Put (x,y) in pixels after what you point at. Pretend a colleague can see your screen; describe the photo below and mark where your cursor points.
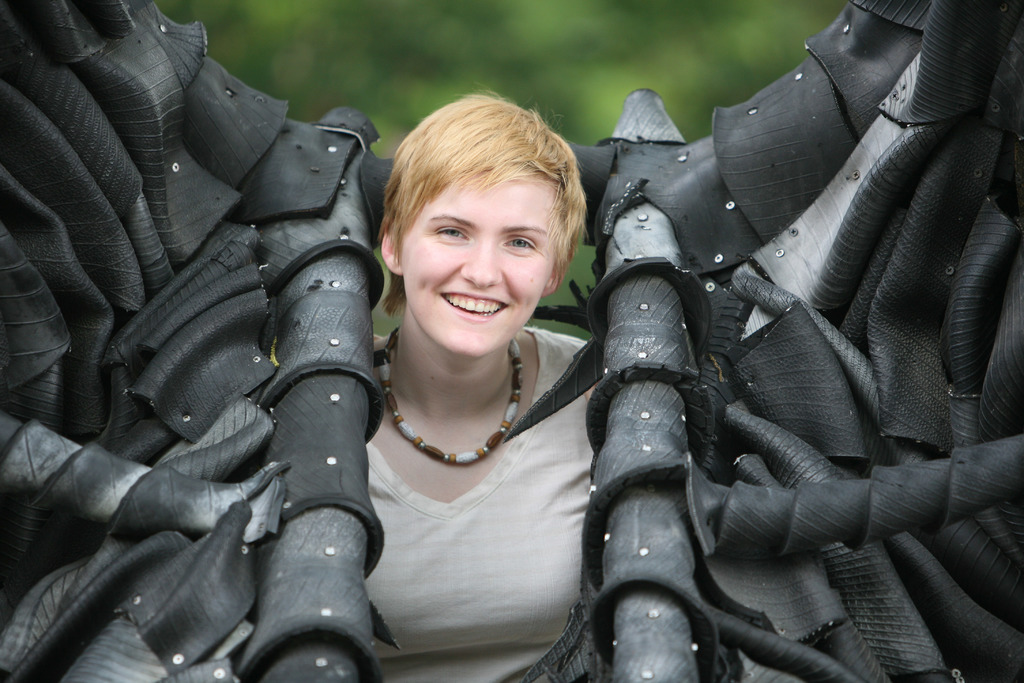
In this image I can see a person (459,580) smiling and wearing white top (521,552). On the both-sides I can see a black color objects (608,350). Background (556,72) is in green color.
